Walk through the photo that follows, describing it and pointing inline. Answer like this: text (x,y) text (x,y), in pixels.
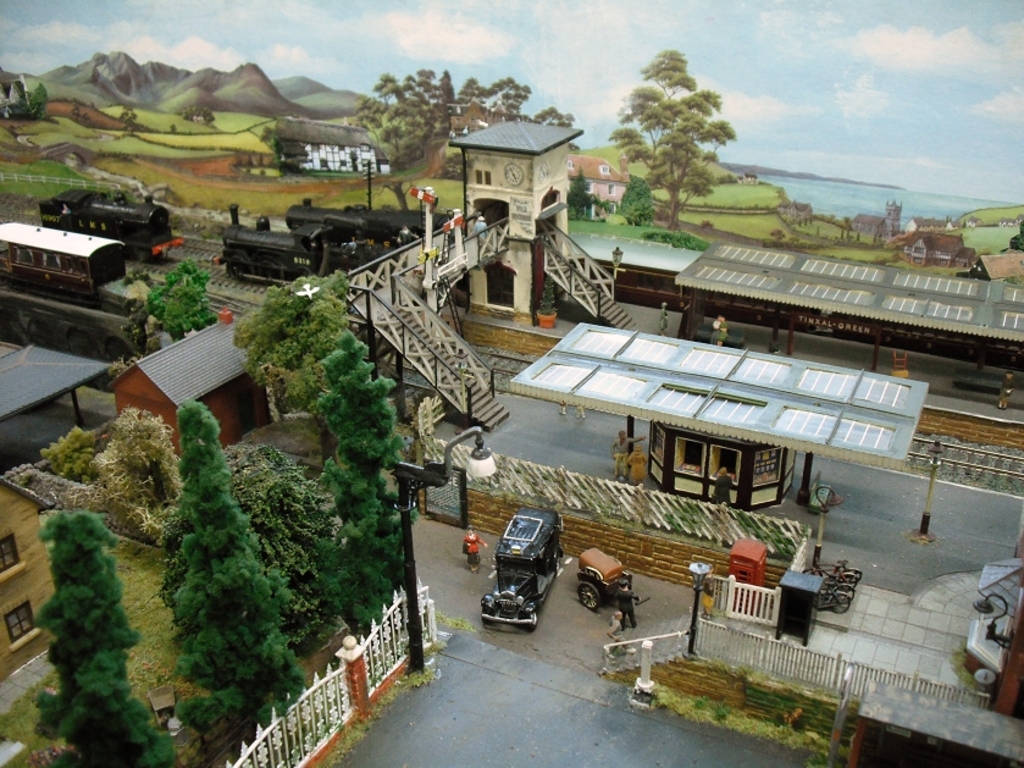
In this picture we can see there are scale model houses (37,542), trees (204,513), vehicles (536,584), railway track (223,285), trains (250,264), people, poles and the fence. Behind the scale model objects (295,380), there is the painting (195,197) on an object (720,102).
